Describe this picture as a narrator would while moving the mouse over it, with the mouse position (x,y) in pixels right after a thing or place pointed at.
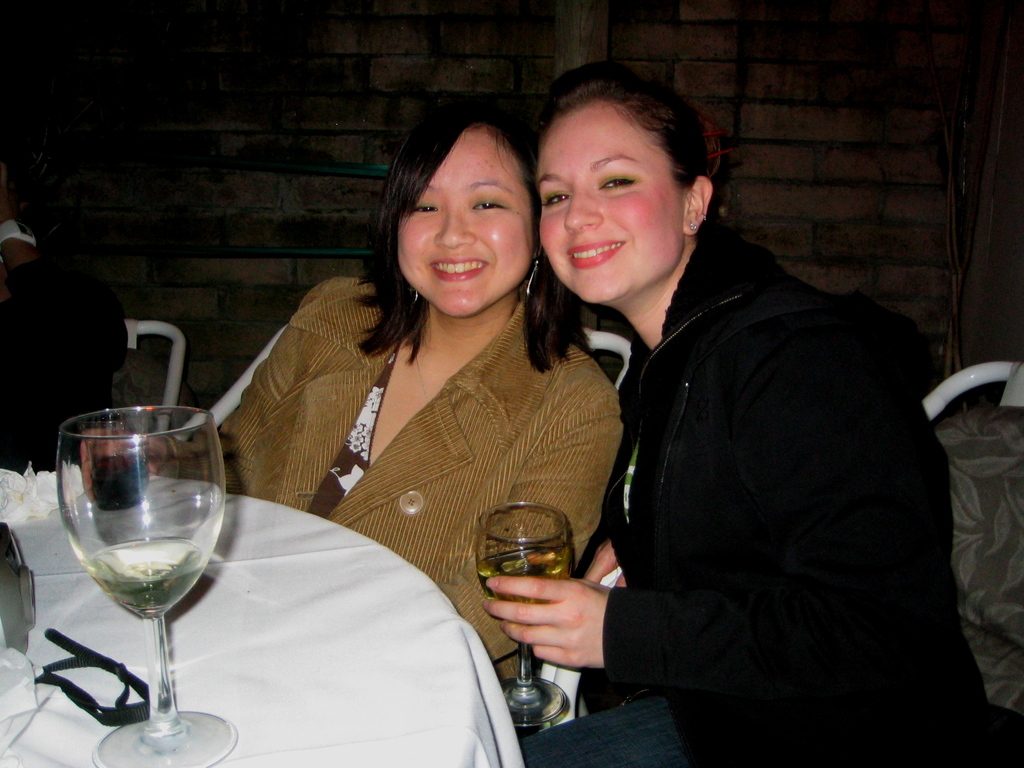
In this picture there are two women (768,404) who are sitting on the chair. A woman (686,519) wearing black jacket (684,586) is holding a glass (500,553) in her hand (520,589). There is another person (91,369) sitting on the chair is wearing white watch (24,232) on his wrist (23,248). There is a glass (103,573) and few other objects (42,499), white cloth (248,655) on the table (341,631).
